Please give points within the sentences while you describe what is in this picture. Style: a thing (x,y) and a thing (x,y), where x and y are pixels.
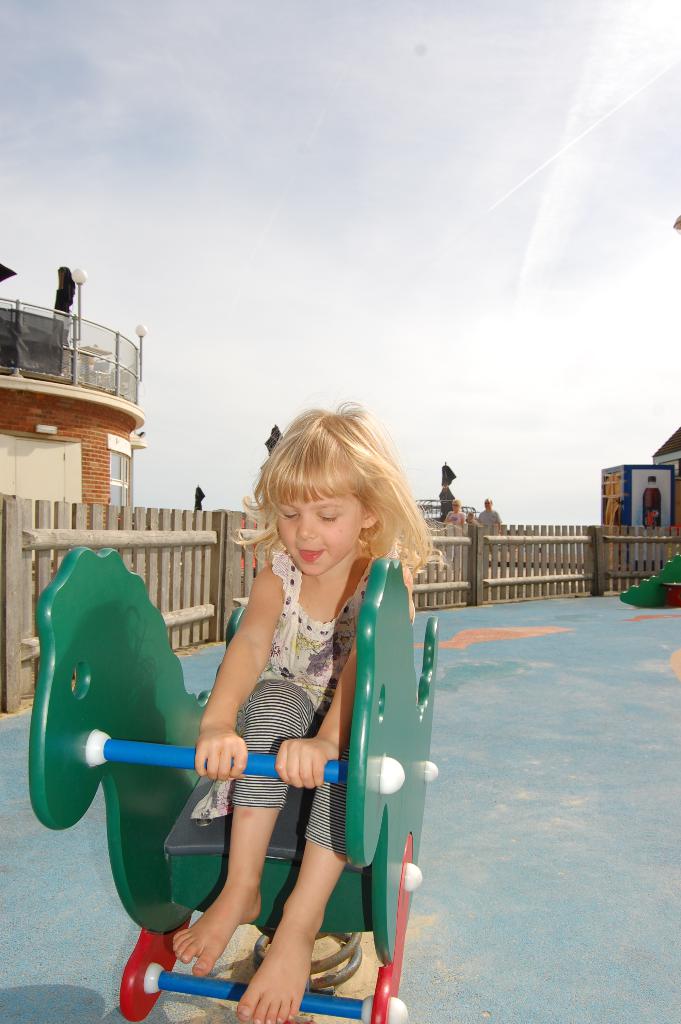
In this image, on the left side (221,927), we can see a girl (276,753) sitting in the spring rider (386,649). In the background (633,531), we can see a wood fence (633,531), buildings (3,471), umbrellas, street light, a group of people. At the top (281,100), we can see a sky (286,159) which is cloudy, at the bottom (464,877), we can see blue color.
